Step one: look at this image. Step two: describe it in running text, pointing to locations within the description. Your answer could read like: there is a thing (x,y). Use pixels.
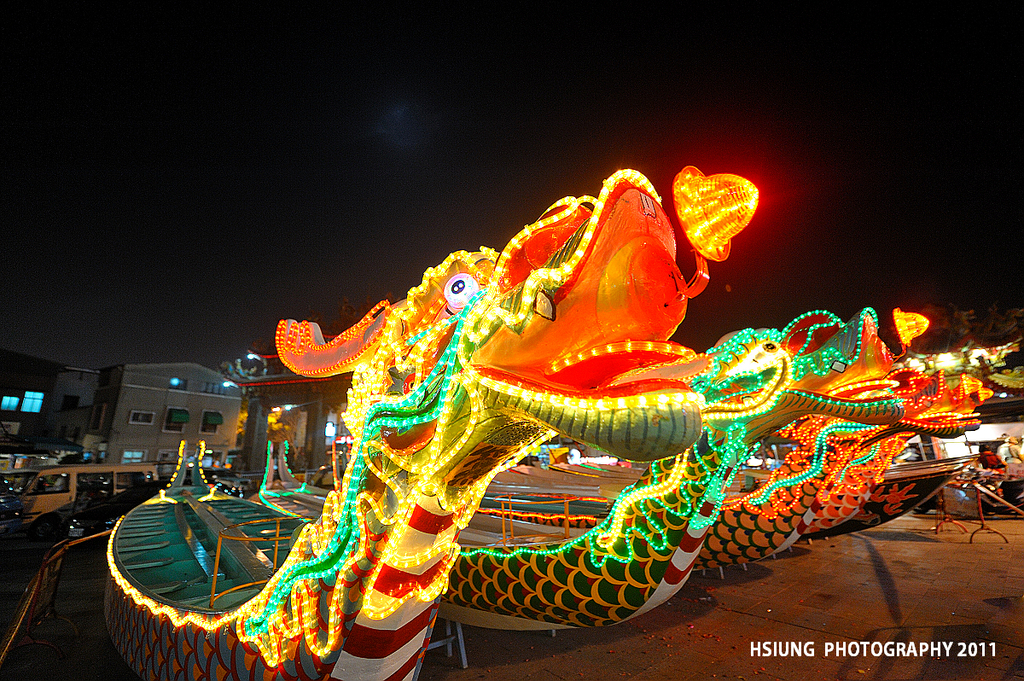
In this picture we can see boat (492,628) with lights (664,495) on a platform (730,601), here we can see people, buildings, vehicles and some objects (437,636) and in the background (673,99) we can see it is dark, in the bottom right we can see some text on it.
